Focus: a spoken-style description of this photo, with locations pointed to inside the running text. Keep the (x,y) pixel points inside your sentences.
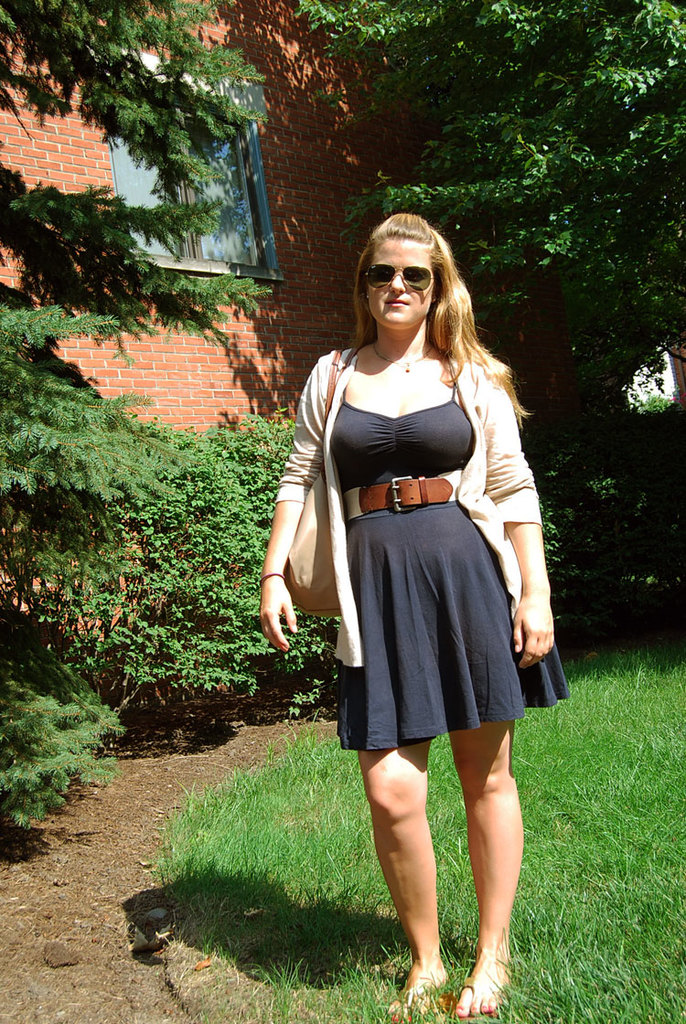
In this image, we can see a person (406,375) wearing spectacles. We can see the ground (278,891). We can see some grass (661,827), plants (140,553) and trees (195,84). We can also see the wall (219,399) with a few windows (254,204).
